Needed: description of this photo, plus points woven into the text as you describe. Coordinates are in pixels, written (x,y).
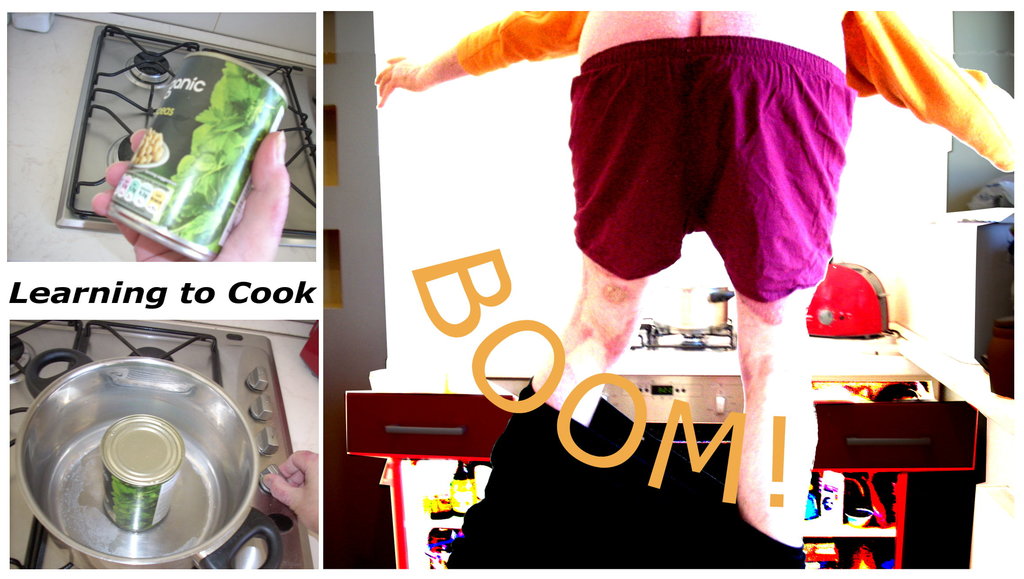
This image contains the collage of pictures. Left top a person's hand (248,228) is visible. He is holding a tin can (238,174). Behind there is a stove (68,229). Left bottom there is a bowl (192,495) having a tin can (141,486). The bowl (200,392) is kept on the stove (274,386). Right side (701,92) a person (715,206) is standing. Before him there are objects (828,286) on the table (878,360). Left side (278,290) there is some text (66,292).
